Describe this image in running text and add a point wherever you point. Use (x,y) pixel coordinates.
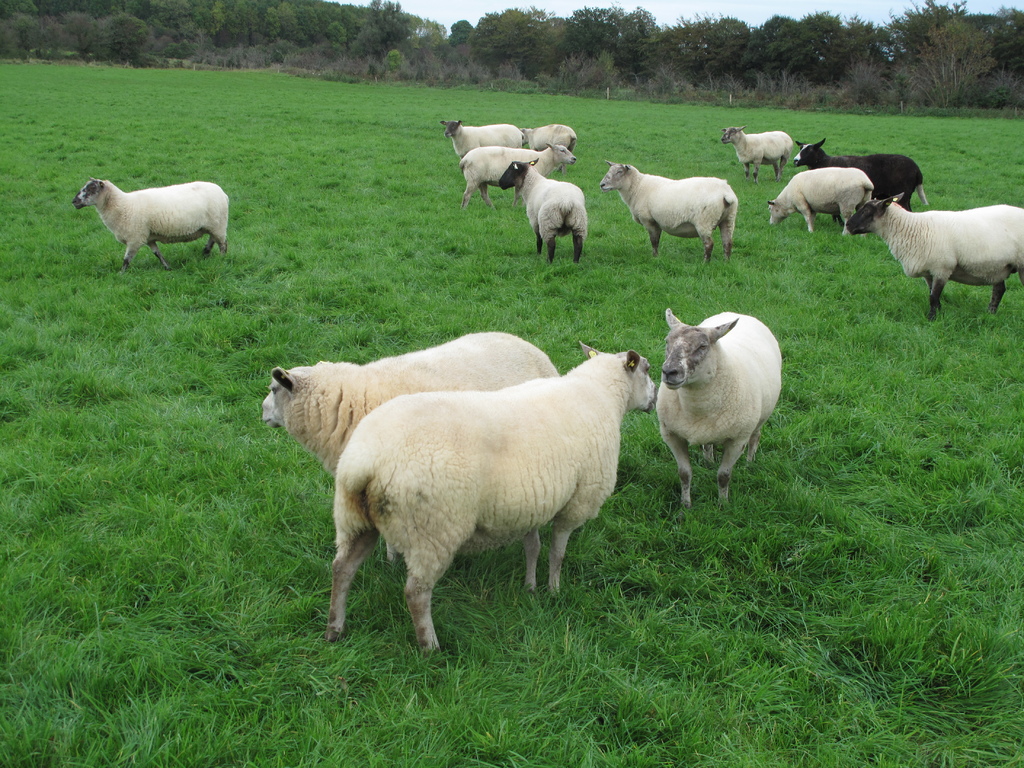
In this image there are sheeps (730,204) on the grass (483,575). In the background (474,47) there are trees (829,62), plants (602,73), grass (402,89) and sky (442,11).
